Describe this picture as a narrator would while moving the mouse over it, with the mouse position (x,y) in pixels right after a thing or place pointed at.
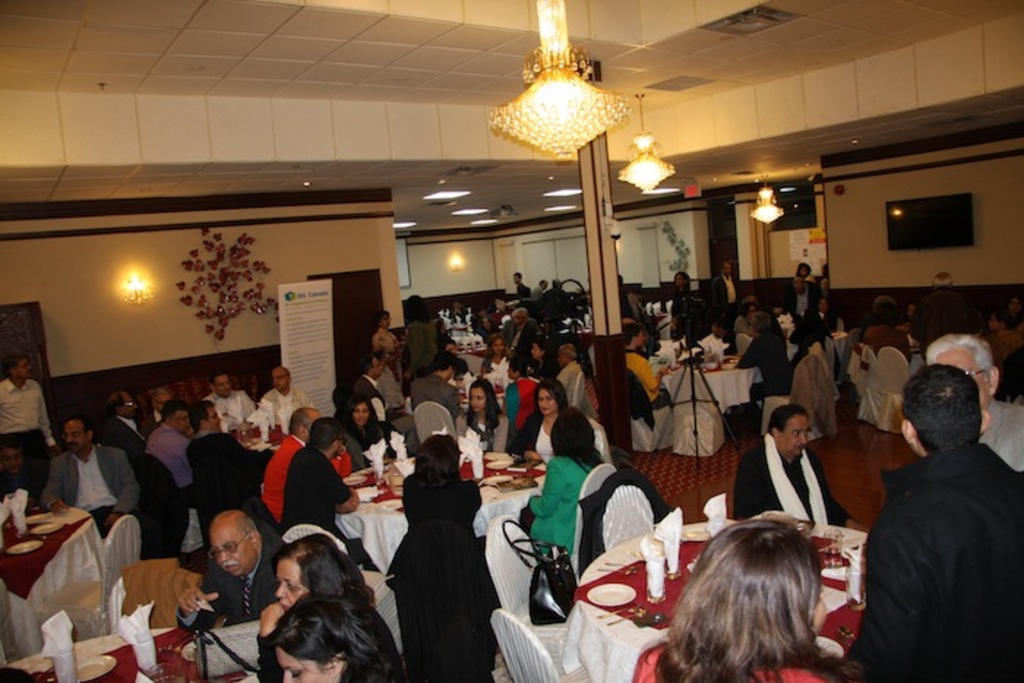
In this image, we can see persons (955,454) wearing clothes (108,488) and sitting on chairs (889,369) in front of tables (726,360). There are lights (758,207) at the top of the image (589,99). There is a banner (319,332) in front of the wall (289,243). There is a light (134,301) on the left side of the image (131,282). There is a TV (935,211) on the right side of the image (970,238).
